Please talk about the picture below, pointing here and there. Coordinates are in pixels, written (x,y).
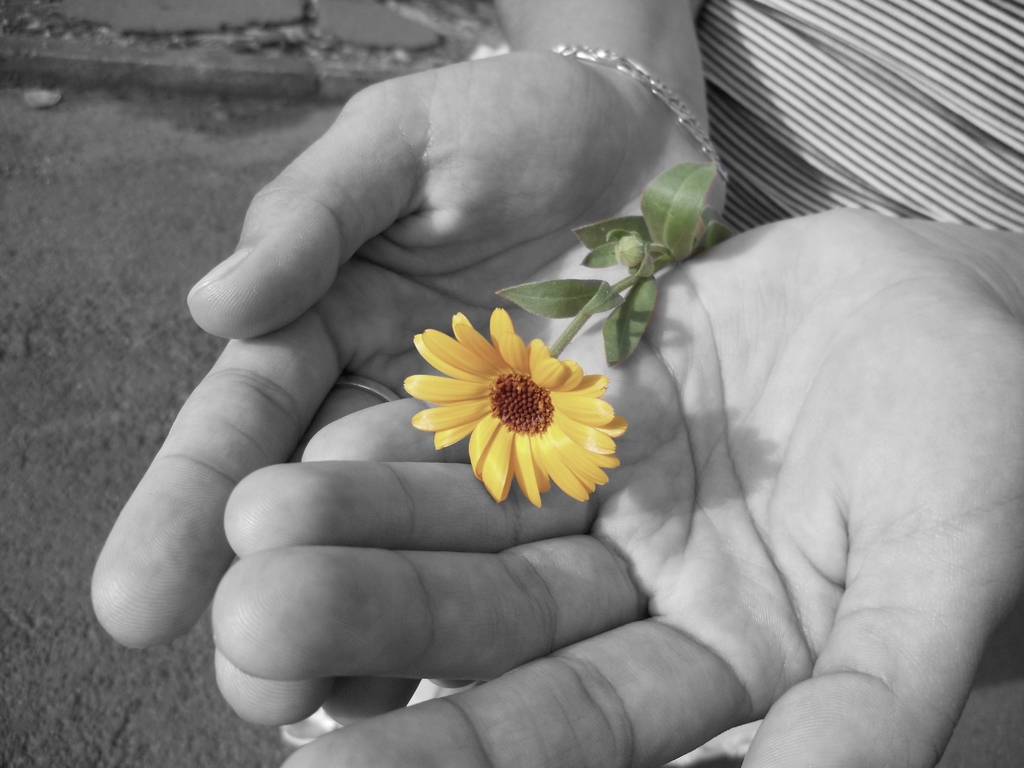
In this picture I can observe yellow color flower (567,376) in the human hands (574,202). This is a black and white image.
